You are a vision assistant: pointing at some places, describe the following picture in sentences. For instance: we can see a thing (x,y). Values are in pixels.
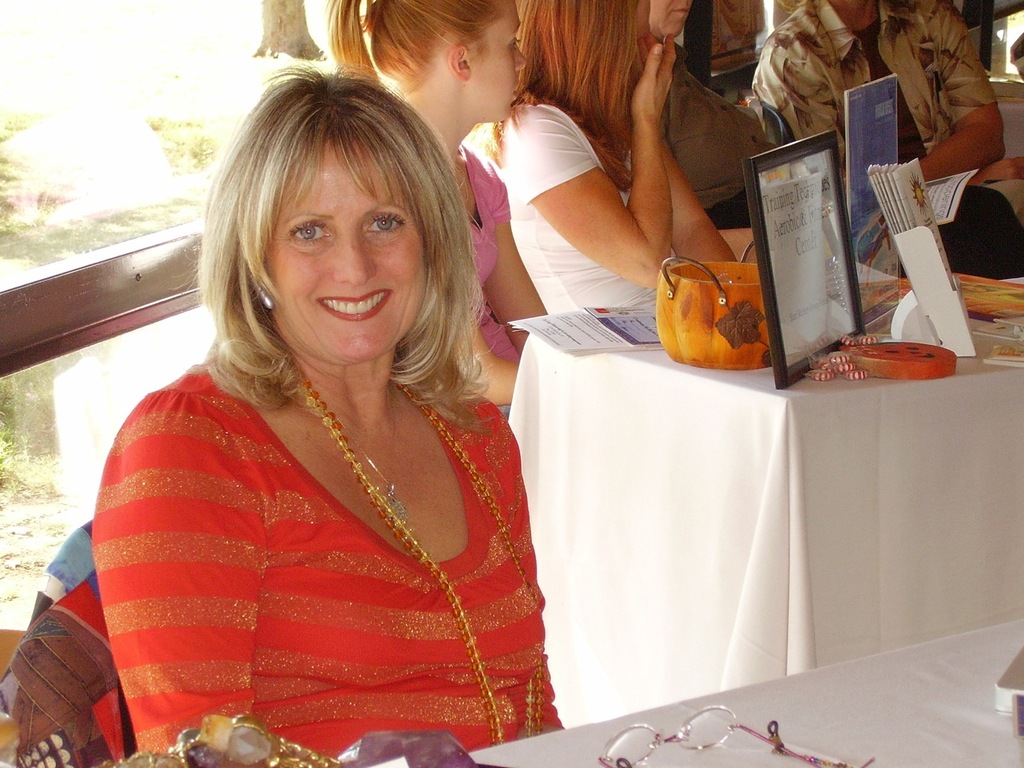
In this picture we can see persons (609,116) sitting on chairs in front of a table (700,703) and on the table (546,754) we can see spectacles (768,742), baskets (757,273), photo frames (774,218), pamphlets (907,192) in a holder board (950,298), candies (835,372) and also paper (595,341). Behind to them we can see a window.
